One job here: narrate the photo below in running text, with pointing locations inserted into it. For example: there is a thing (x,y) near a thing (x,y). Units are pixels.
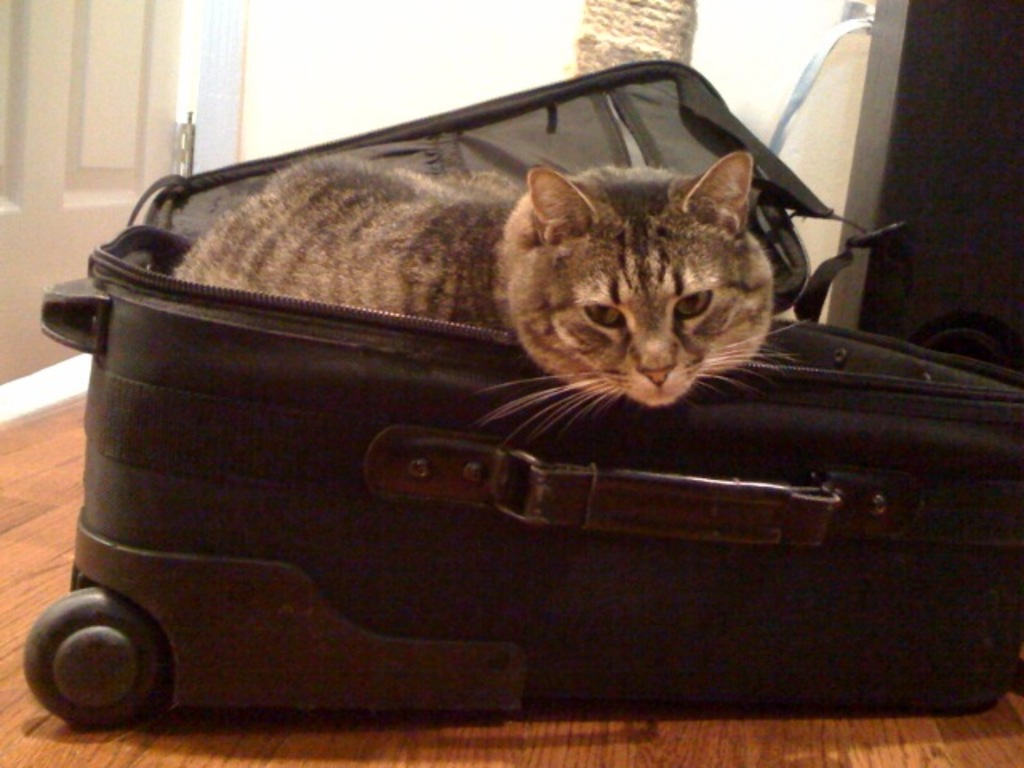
This cat (390,235) is sitting inside this black luggage (547,588). This luggage (319,458) is kept on floor (213,721). Far there is a door (70,202).
